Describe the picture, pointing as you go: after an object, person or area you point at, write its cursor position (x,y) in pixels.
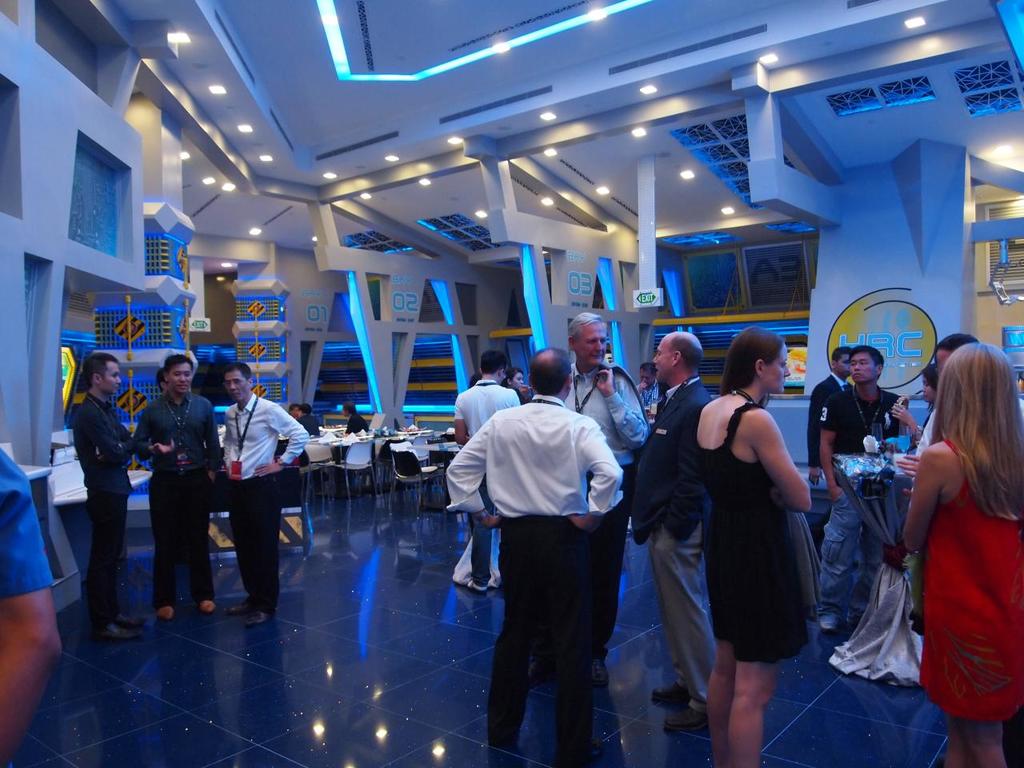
In this image there are a few people (197,438) standing and talking with each other, behind them there are a few people (355,432) seated on chairs (354,450), in front of them there are tables (416,434).
